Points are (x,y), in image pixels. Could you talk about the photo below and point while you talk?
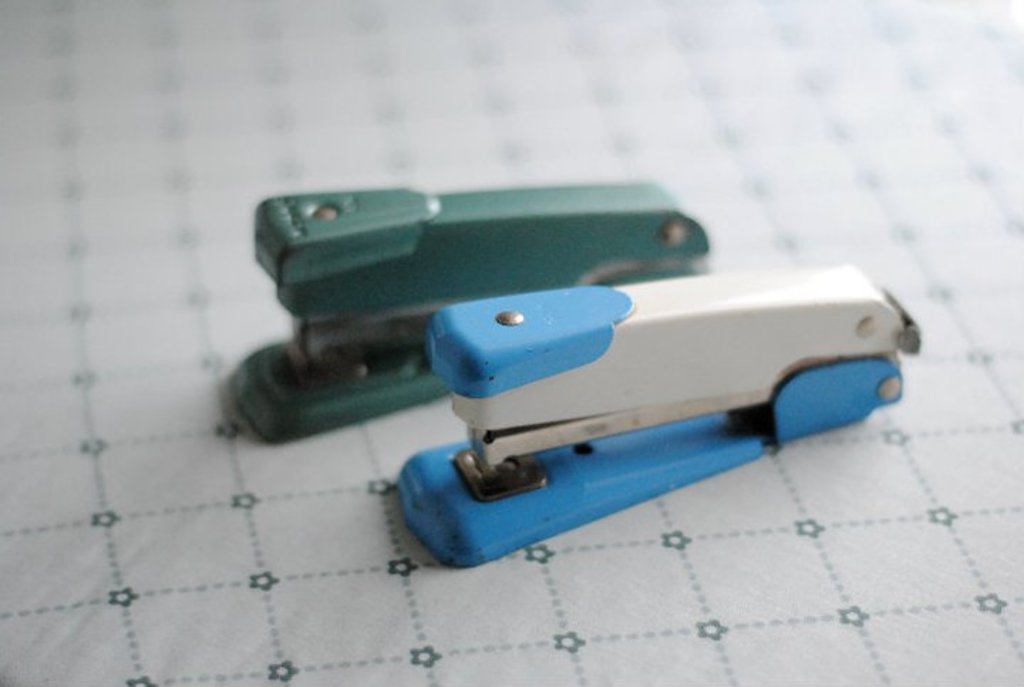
In this picture, we see the two staplers (447,306) which are in white, blue and green color are placed on the white color sheet (654,552). This sheet (754,484) might be placed on the table (368,592). In the background (534,100), it is blurred.
